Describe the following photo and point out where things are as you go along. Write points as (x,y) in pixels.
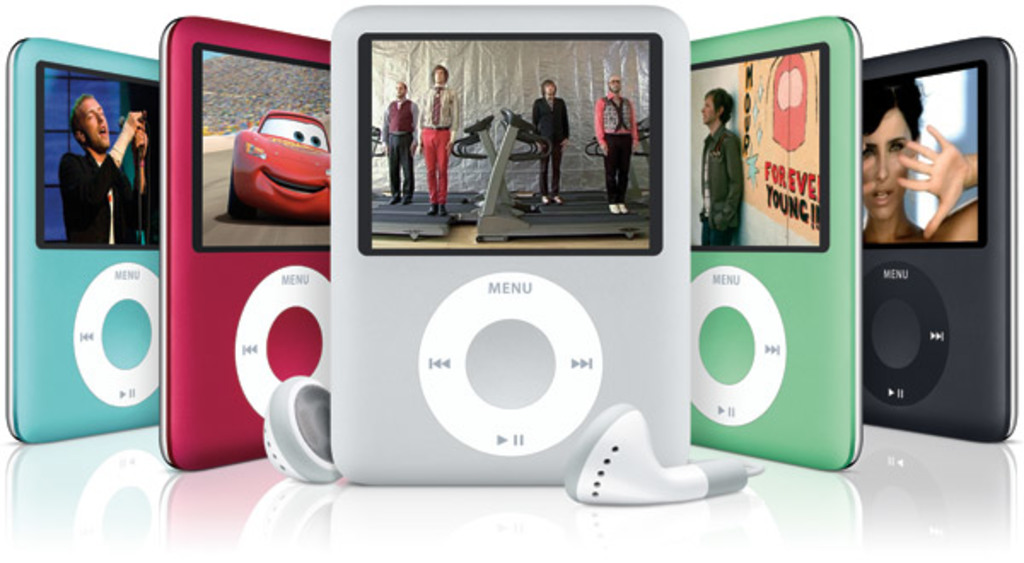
In this picture, we see the iPods (360,318), which are in blue, red, grey, green and black color. We see the man (97,104) singing the song on the microphone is displayed on the iPod (110,107). Beside that, we see a red car (286,195). We see the people (437,200) are exercising. We even see the man (713,174) and the women (898,164) are posing for the photo. At the bottom (308,486), it is white in color. We see the earphones (313,391).
